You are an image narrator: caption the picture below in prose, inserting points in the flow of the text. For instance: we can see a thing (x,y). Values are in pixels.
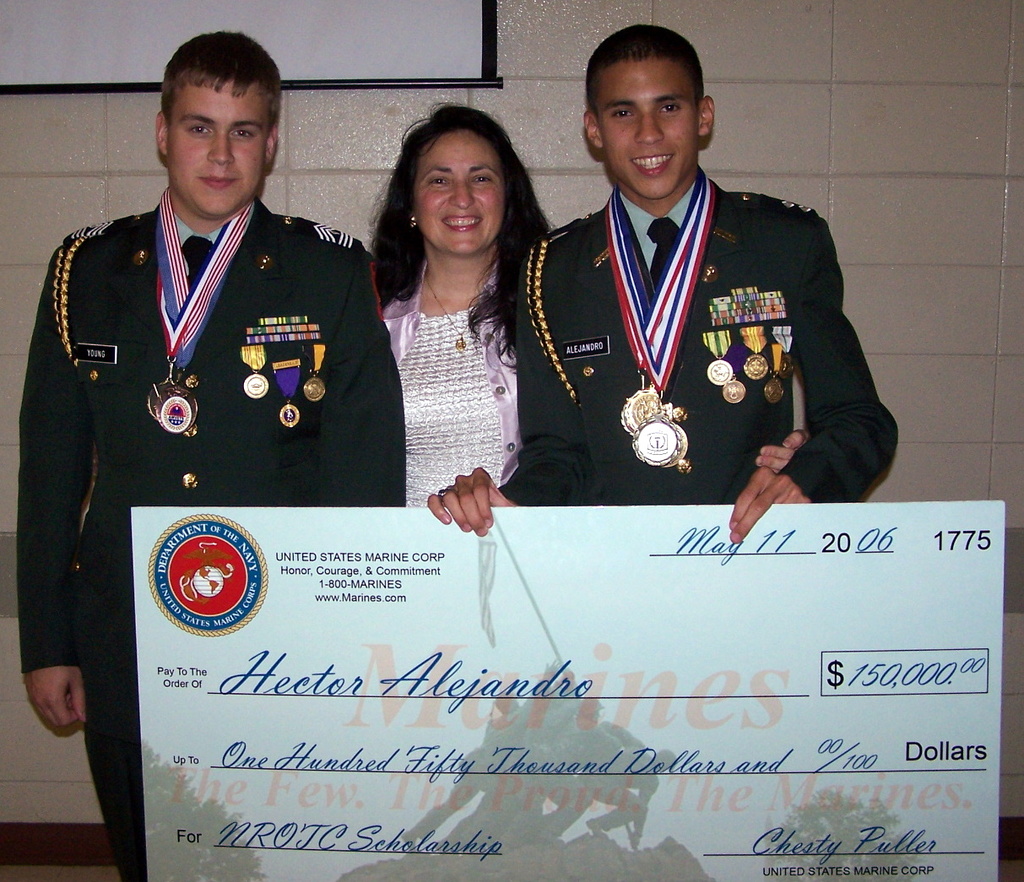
In the center of the image (480,400) we can see three persons (499,391) are standing and they are smiling and they are holding one banner (391,551). And we can see they are in different costumes (414,447). On the banner (490,561), we can see some text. In the background (960,131) there is a wall (826,68) and one board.
